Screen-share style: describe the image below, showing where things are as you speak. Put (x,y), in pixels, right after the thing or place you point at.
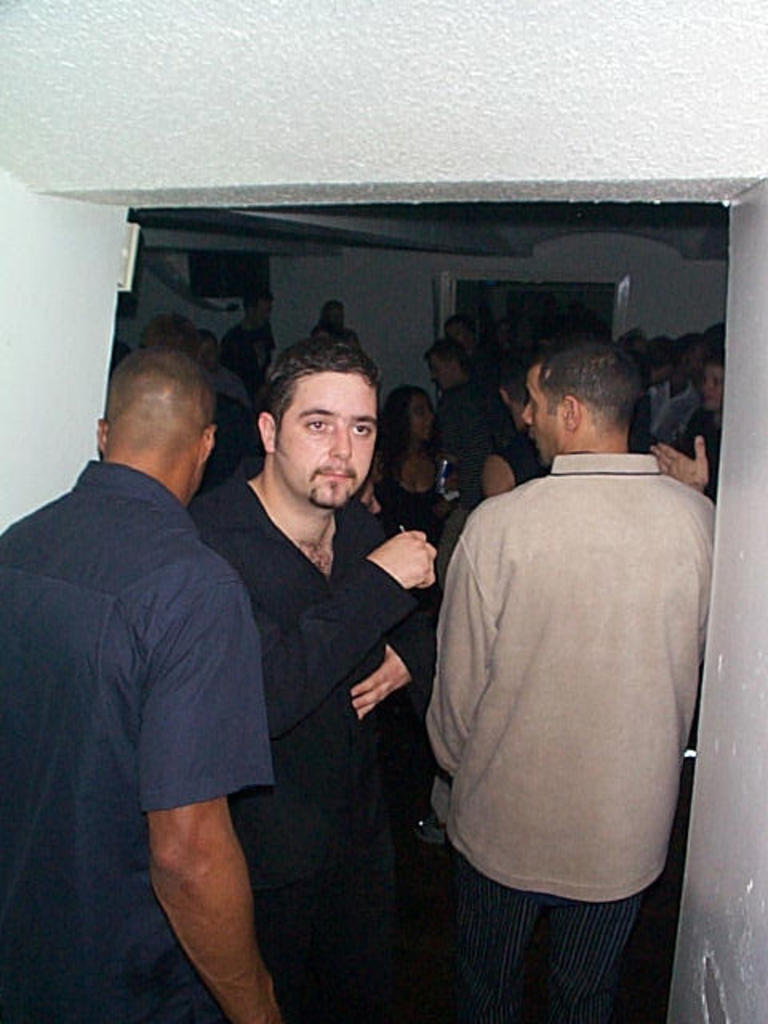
In this image we can see inside view of a building (123,317) in which we can see a group of people (430,464) standing on the floor (439,943). In the background (620,285), we can see a door (460,296) and pillars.
